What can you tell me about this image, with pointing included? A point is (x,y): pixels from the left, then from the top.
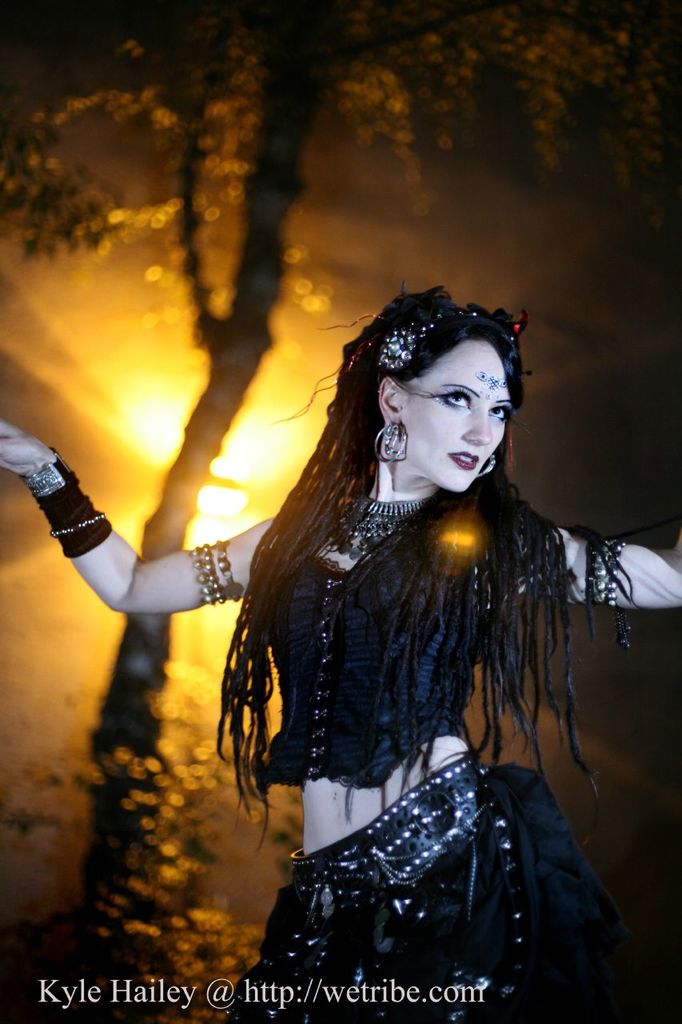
In this picture we can see a woman (424,418). There is some text (262,983) at the bottom (113,994). We can see a tree (420,77) and lights (187,382) in the background (254,368).
